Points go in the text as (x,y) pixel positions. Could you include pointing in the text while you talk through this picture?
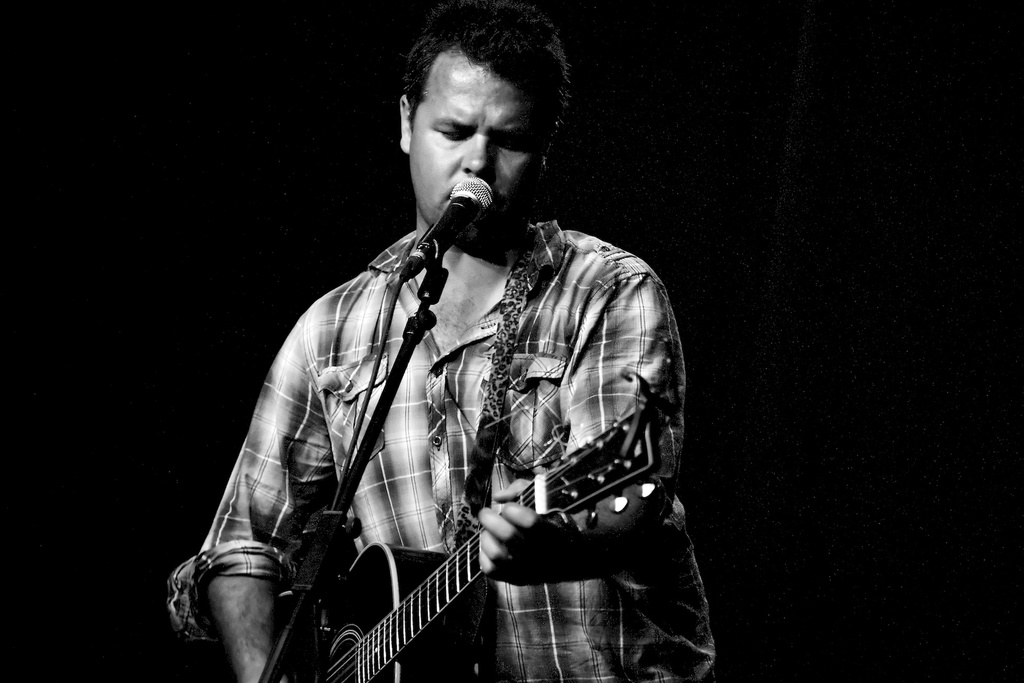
This is completely a black & white picture. in this picture we can see a man (574,352) standing in front of a mike (490,203) and playing guitar (440,634).
